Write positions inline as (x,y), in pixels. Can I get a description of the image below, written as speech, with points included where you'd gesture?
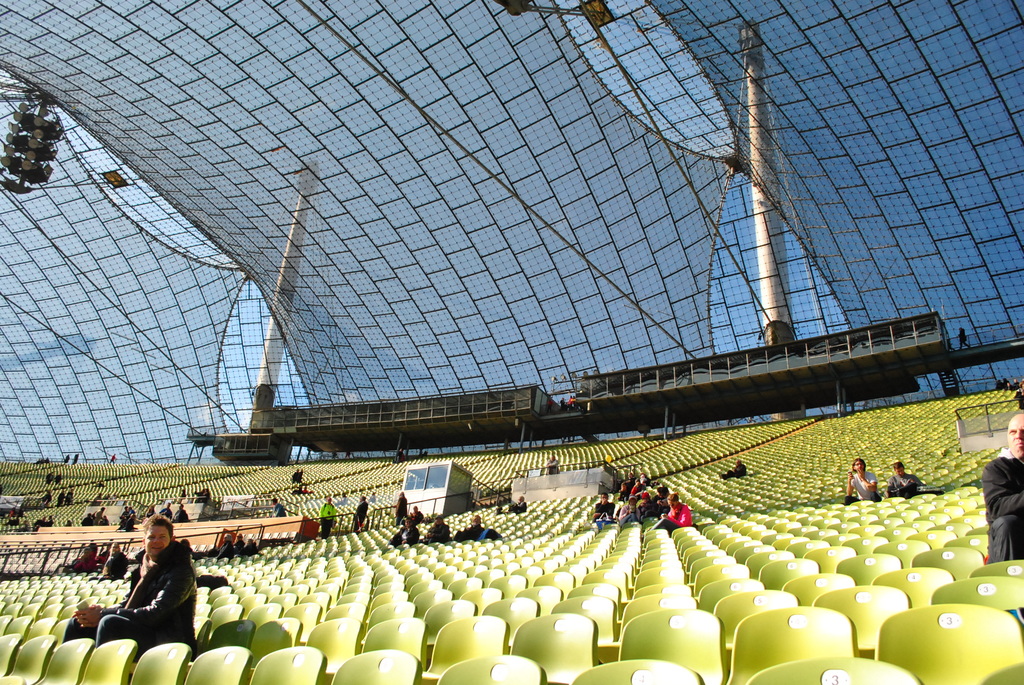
In this picture we can see there are groups of people (90,565) sitting on chairs (228,571) and some people (322,512) are standing. Behind the people (157,557) there are iron grilles (297,516), poles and an architecture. At the top (364,209) there are lights (25,129) and nets (85,122). Behind the nets (207,46), there is the sky (518,19).
